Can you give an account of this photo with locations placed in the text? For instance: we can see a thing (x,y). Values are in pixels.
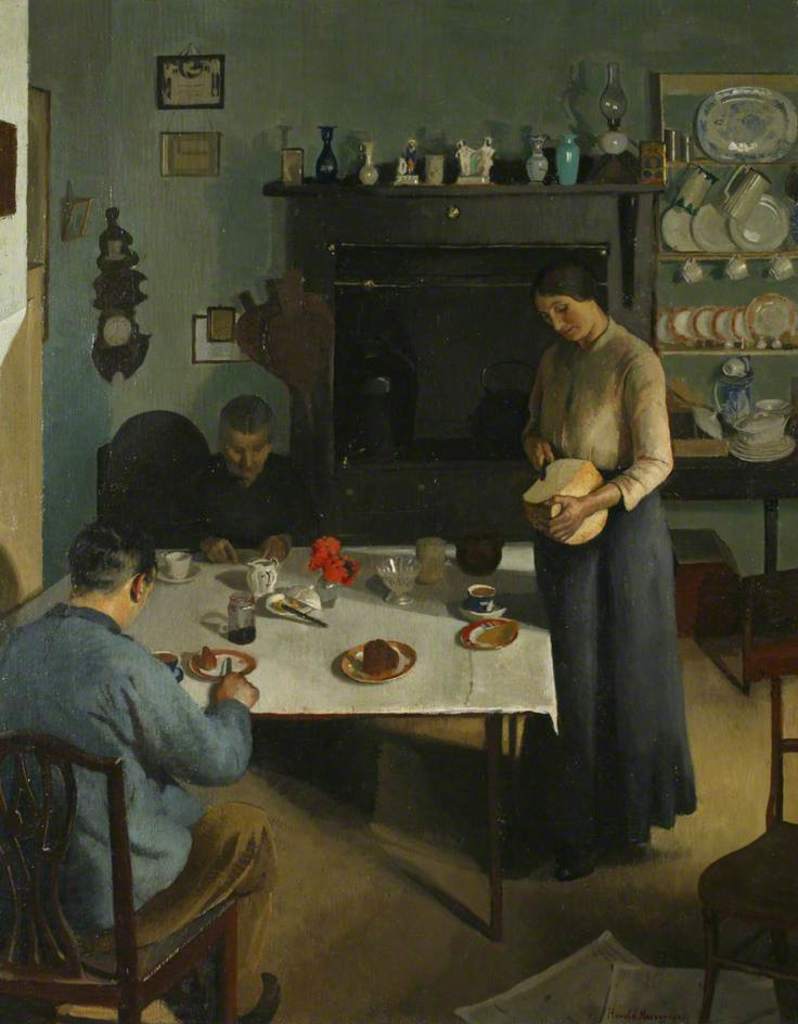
In this image there is a painting (525,749), in the painting (149,740) there are two people (138,646) sitting in chairs (192,476) and there is a woman (572,391) standing and holding some object (591,473) in her hand (581,505), in front of them there is a table (352,595) with some objects (290,599) on it, behind them there is a cupboard (417,210) with some objects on it, beside the cupboard (531,251) there are a few cutlery items (723,140) on the shelves (709,344), behind that on the wall (214,113) there are photo frames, wall clock (128,341), on the surface (511,984) there are some objects (487,1002) and chairs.
